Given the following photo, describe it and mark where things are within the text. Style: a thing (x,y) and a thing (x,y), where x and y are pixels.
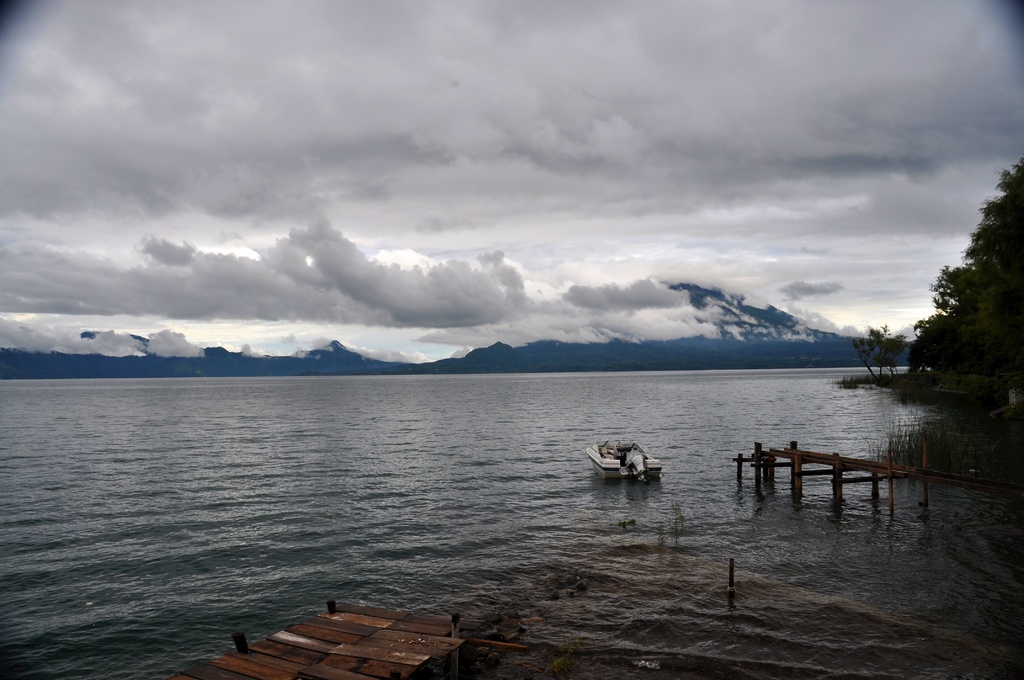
In this image, we can see a boat (621,443) on the water (434,502) and there are board bridges (380,621). In the background (886,363), there are trees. At the top (397,174), there are clouds (352,214) in the sky (298,295).
